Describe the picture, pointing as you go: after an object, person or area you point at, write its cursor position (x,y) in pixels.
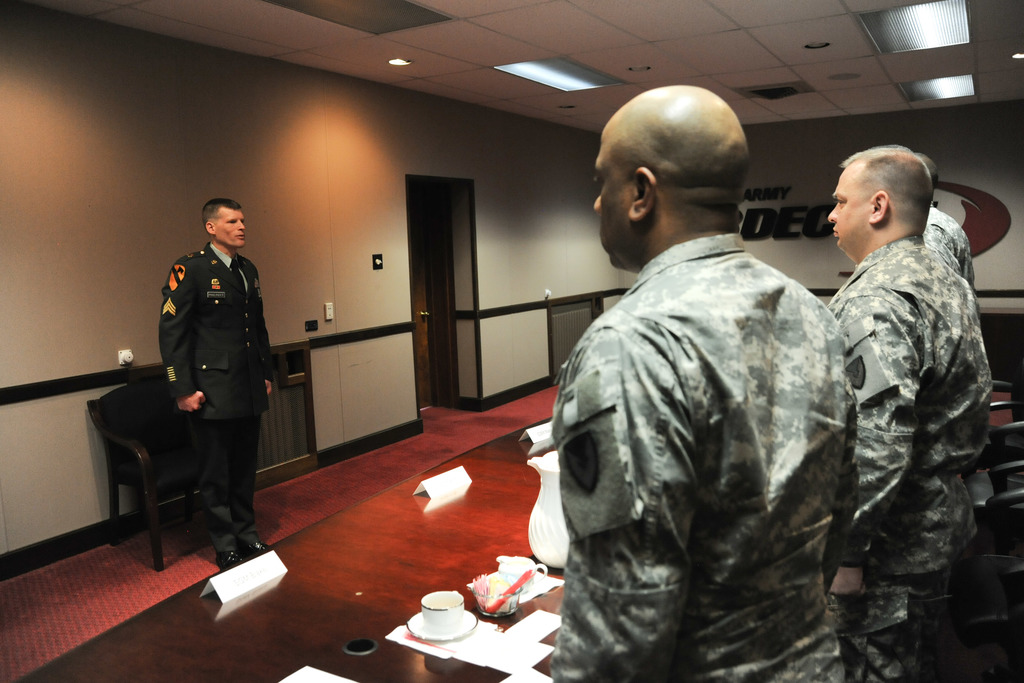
In this image I can see four people (564,420) with the uniforms (613,370). In-front of these people (839,437) I can see the table (279,636). On the table (310,625) I can see the cups (427,623), papers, jug (537,523) and some objects (416,629). In the background (488,306) I can see the chair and the wall (763,251). I can also see the lights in the top (394,22).
